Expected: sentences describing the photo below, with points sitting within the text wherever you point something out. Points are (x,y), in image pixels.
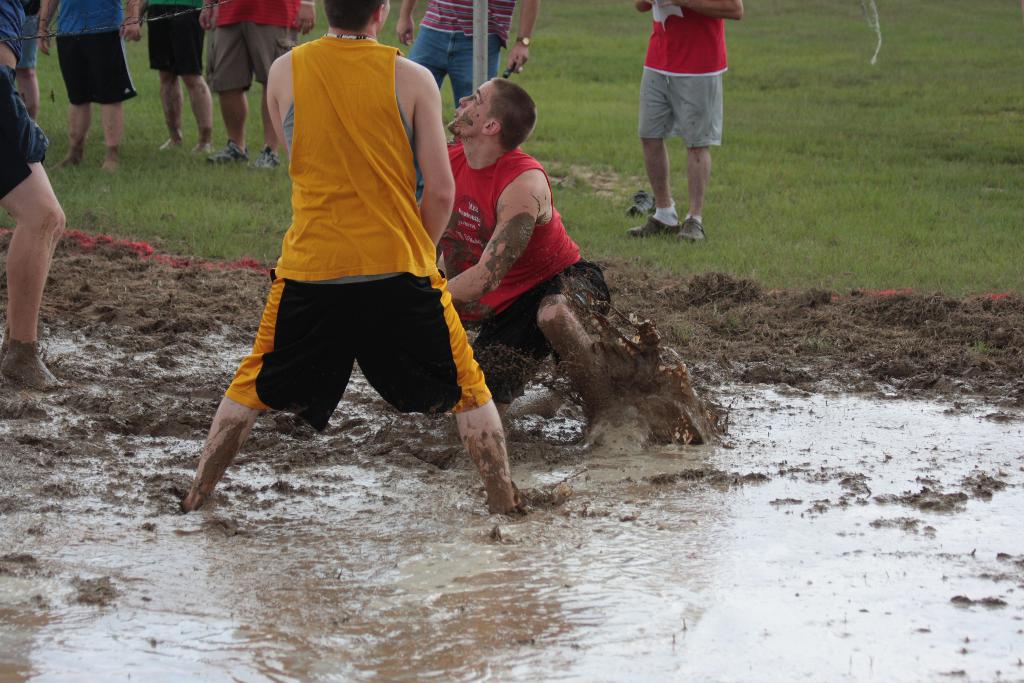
In this image there is water (642,611) and mud (31,411) at the bottom (483,609). There is a person (30,185) on the left corner (23,368). There are people (477,265) in the foreground (413,416). There are people (712,135) standing, there is an object (480,79), there is grass (790,117) in the background (618,120).
